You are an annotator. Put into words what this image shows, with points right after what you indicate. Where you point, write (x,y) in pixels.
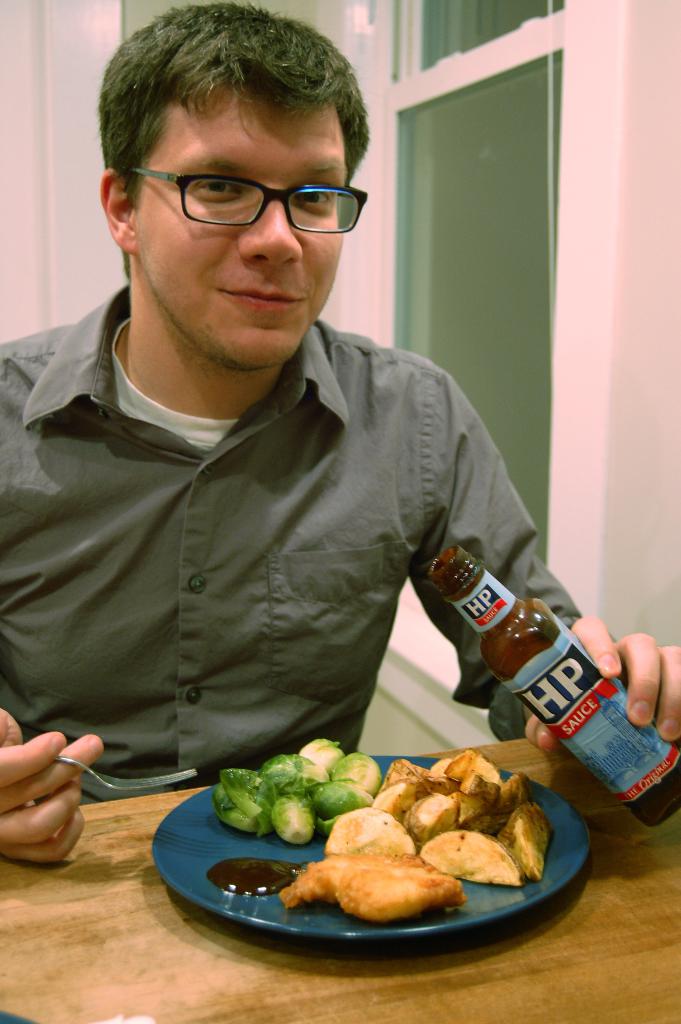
In this image I see a man (63,353) who is wearing a shirt (161,565) and I see a table (391,1009) over here on which there is a blue plate (378,763) on which there is food (348,814) and I see he is holding a fork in one hand (22,745) and a bottle (476,617) in other hand (663,651) and I see stickers (527,673) on the bottle (537,659) on which there is something written. In the background (676,14) I see the wall (635,468) which is of pink in color and I see the window (467,356) over here.
